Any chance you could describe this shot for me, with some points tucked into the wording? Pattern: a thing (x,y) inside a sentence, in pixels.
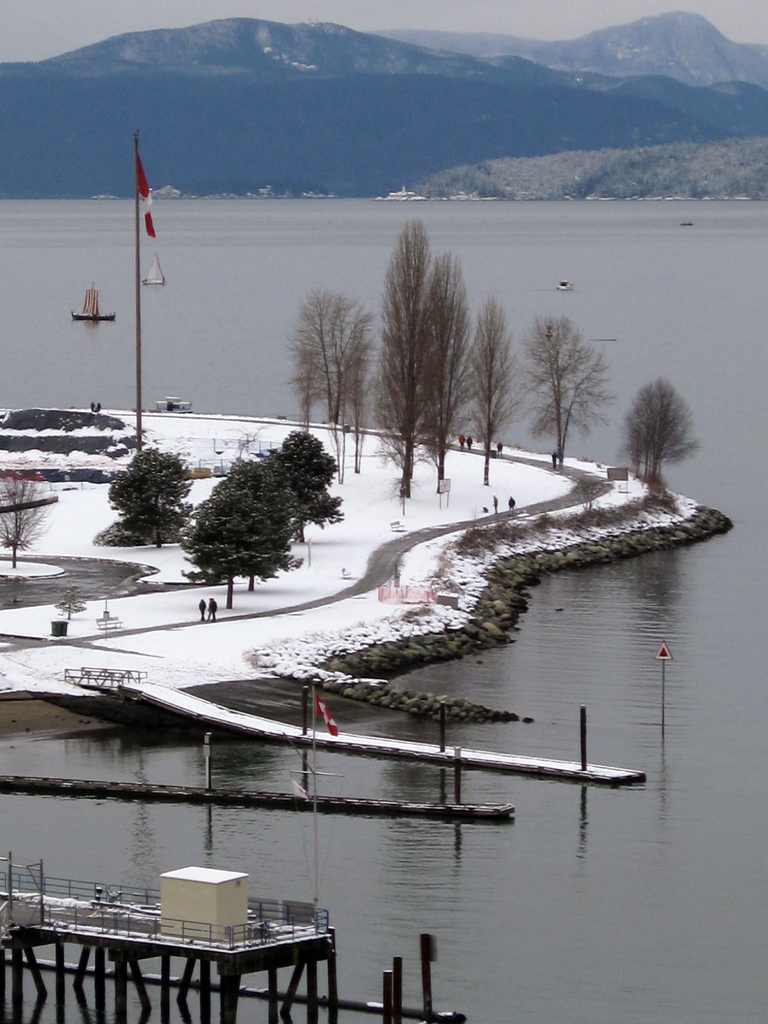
In this image I can see few trees (162,515) in green color. I can also see few persons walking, snow (266,594) in white color. Background (194,188) I can see a flag (145,183) in red and white color and I can also see water (308,250), mountains (357,121), and sky (68,28) in gray color.
